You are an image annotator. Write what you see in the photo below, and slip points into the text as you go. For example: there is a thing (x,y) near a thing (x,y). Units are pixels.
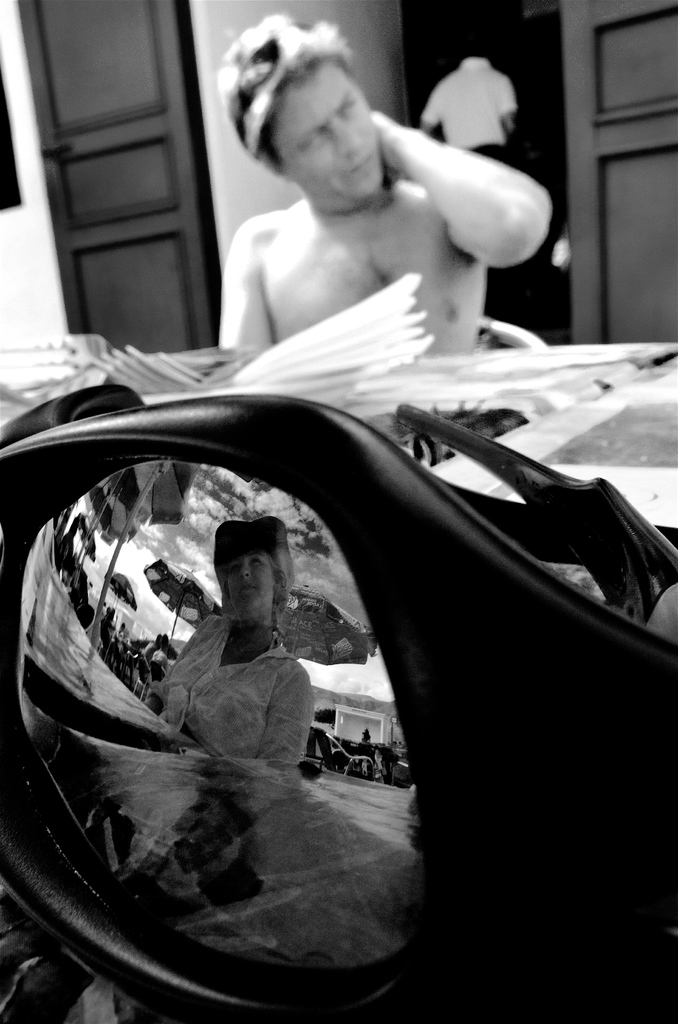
It is a black and white image. In this image we can see a man (404,268) sitting in front of the table (503,369) and on the table (663,345) we can see the glasses (267,494) and through the glasses (24,804) we can see the umbrellas (321,636) and also the sky (200,504) with the clouds (208,497). In the background of the image (131,147) we can see a person (465,111) and also the doors (182,133).
